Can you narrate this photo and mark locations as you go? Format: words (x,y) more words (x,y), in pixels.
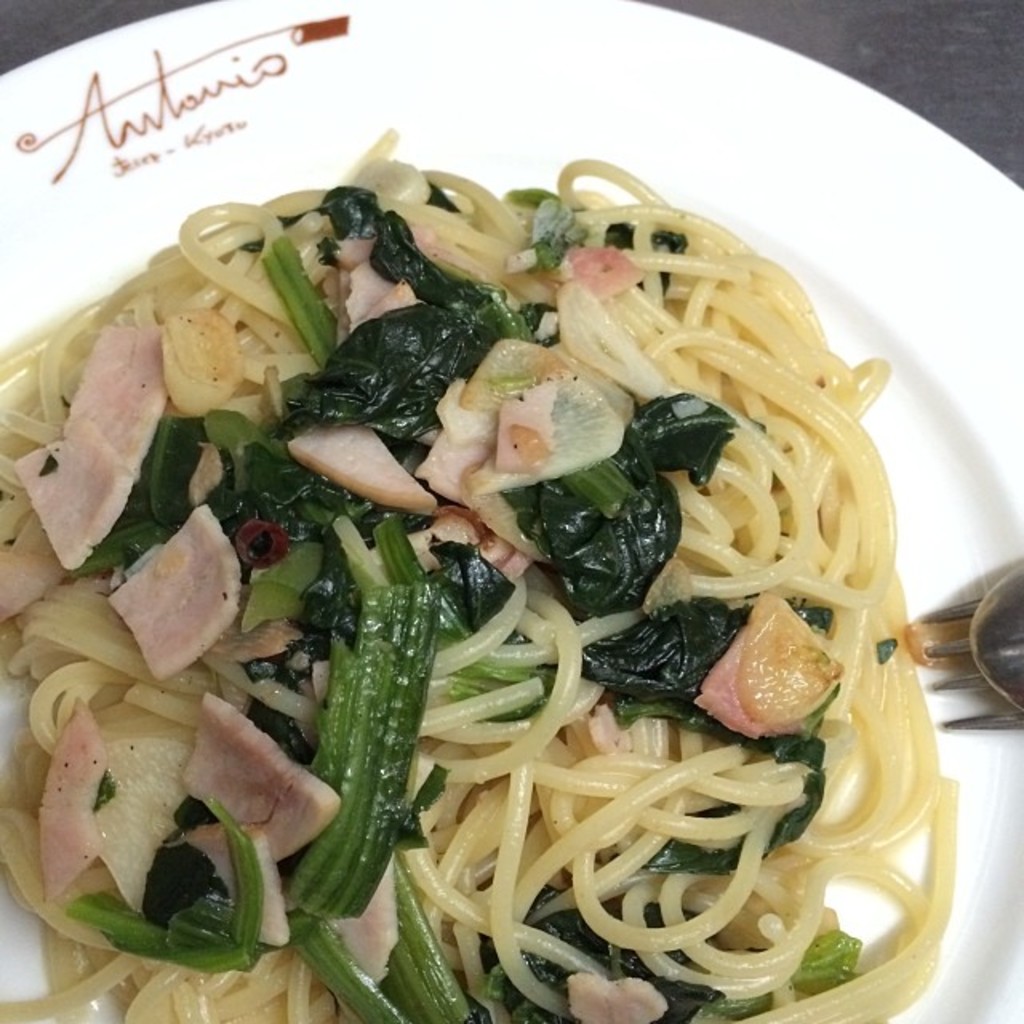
In this image there is a plate (724,125), on that plate (878,215) there is a food (746,553) and there is a fork (951,654) and a spoon (991,667).
